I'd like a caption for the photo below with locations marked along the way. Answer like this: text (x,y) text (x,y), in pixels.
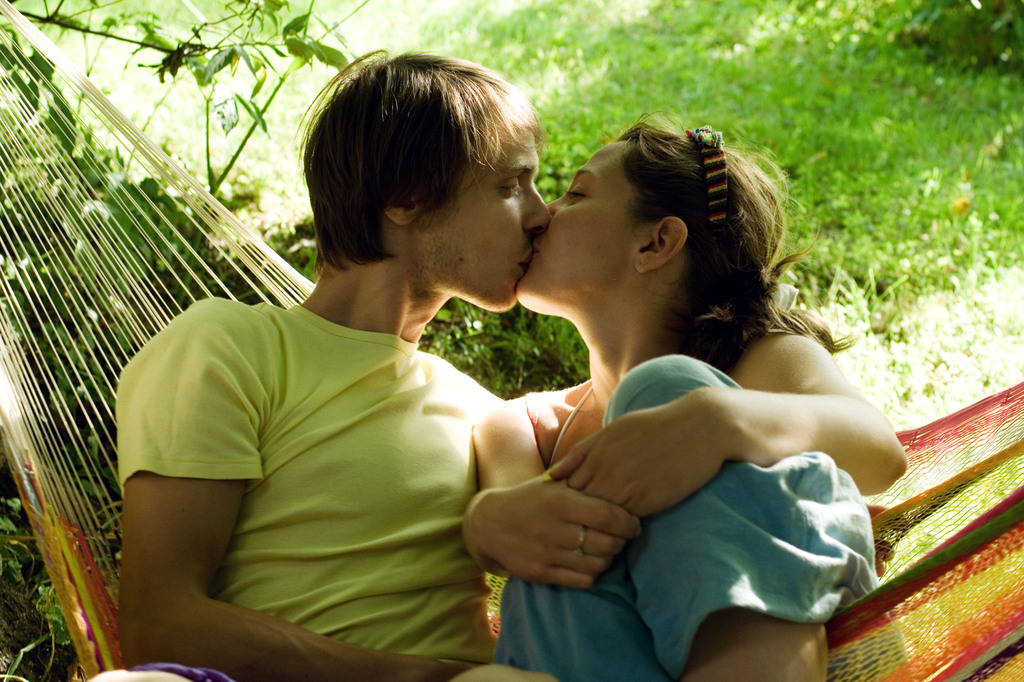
On the left side (285,612), there is a person (256,387) in a yellow color t-shirt (357,478), sitting and lip kissing with a woman (592,243) who is sitting on a net (926,485). In the background (56,321), there are plants (1007,35) and grass (697,49) on the ground (657,34).
